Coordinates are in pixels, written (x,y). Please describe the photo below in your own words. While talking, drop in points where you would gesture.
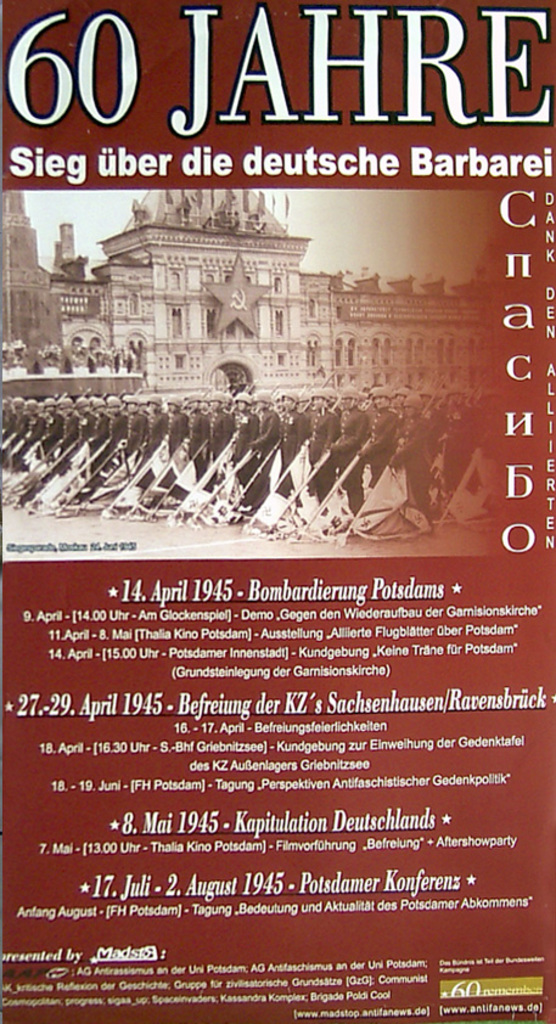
In this picture, we can see a poster (225,461) and in the poster (218,456) there are groups of people (412,478) standing and behind the people (244,392) there is a building (327,292) and a sky (355,211).
